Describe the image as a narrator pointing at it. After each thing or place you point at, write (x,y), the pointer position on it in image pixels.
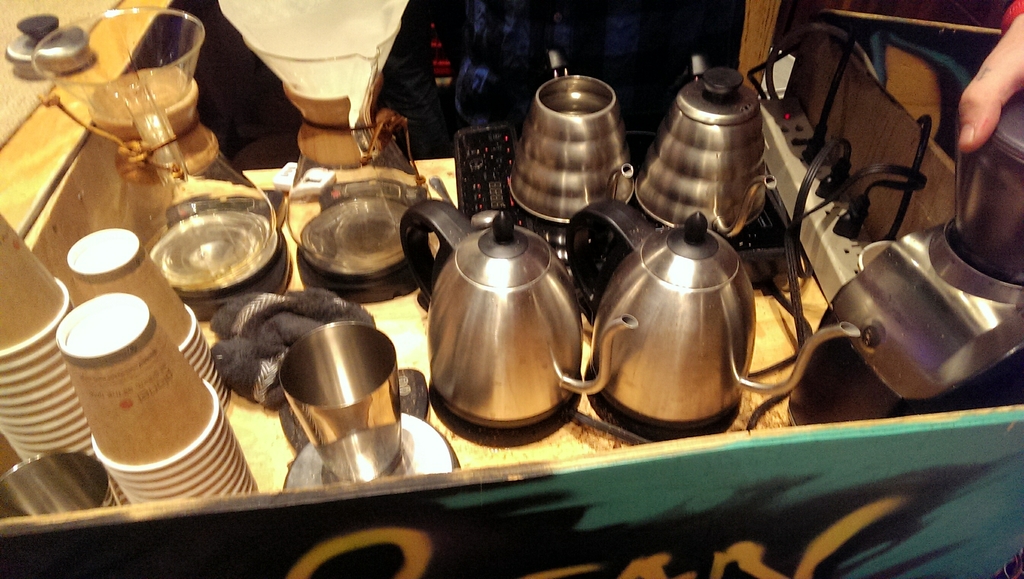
In the center of the image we can see a table (412,349). On the table (410,366), we can see kettles (642,378), glasses (198,327) and a few other objects (833,227). At the top right side of the image (981,102), we can see one finger (987,116) of a person (995,99). And we can see the dark background.
